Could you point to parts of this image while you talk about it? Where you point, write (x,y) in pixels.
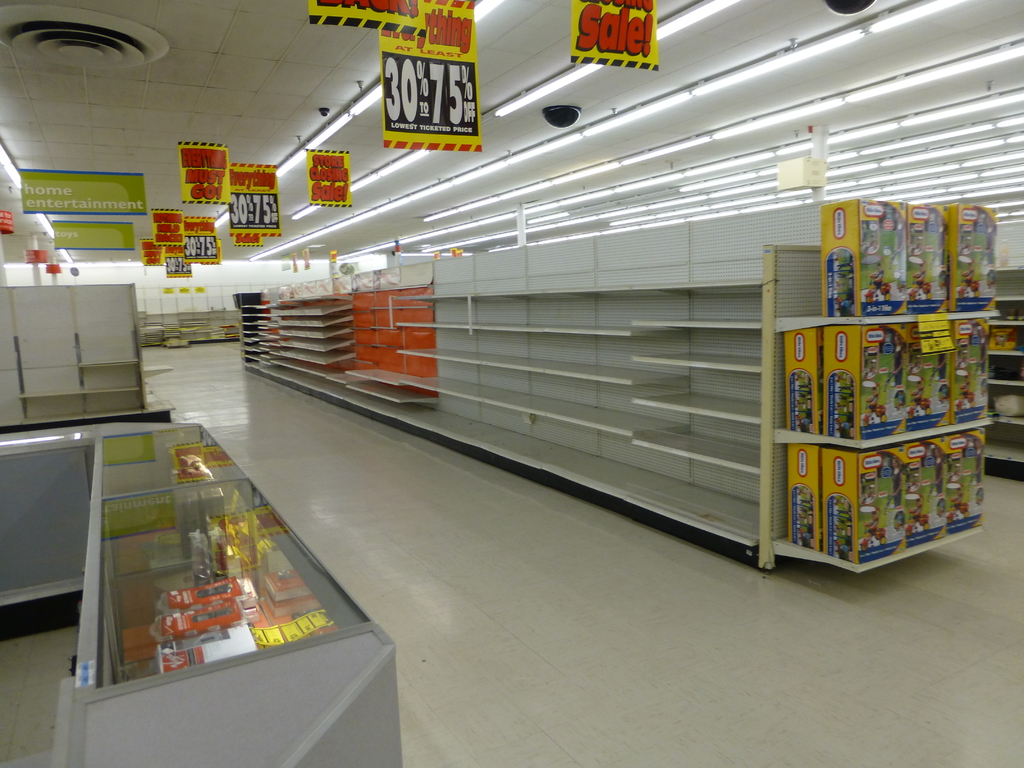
In this image we can see some boards (115,202) hanged to the roof (345,130), with some numbers (421,78), and texts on it, there are some objects (805,397) on the racks (462,386), also we can see some objects (197,557) in the fridge (219,486), there are some lights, speakers (140,53), black color objects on the roof (290,138).
